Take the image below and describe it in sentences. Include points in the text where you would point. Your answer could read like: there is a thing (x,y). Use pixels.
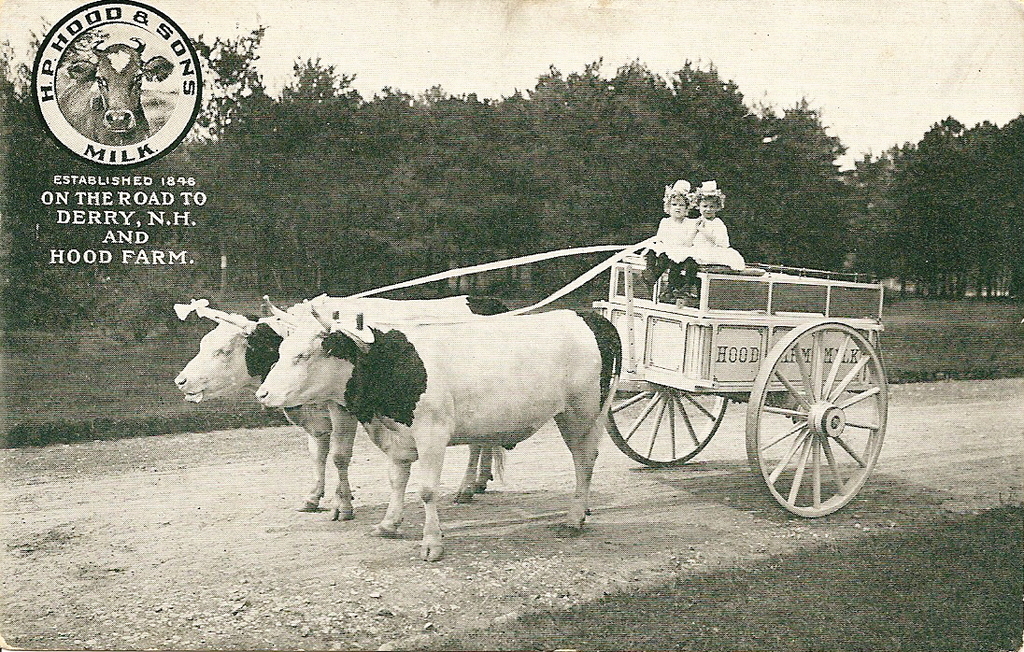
In this image I can see the bullock cart (831,358) with some text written on it. I can see two kids (684,254). In the background (399,205), I can see the trees (411,186). In the top left corner (128,181), I can also see some text (190,80) written on it. I can also see the image is in black and white color.
